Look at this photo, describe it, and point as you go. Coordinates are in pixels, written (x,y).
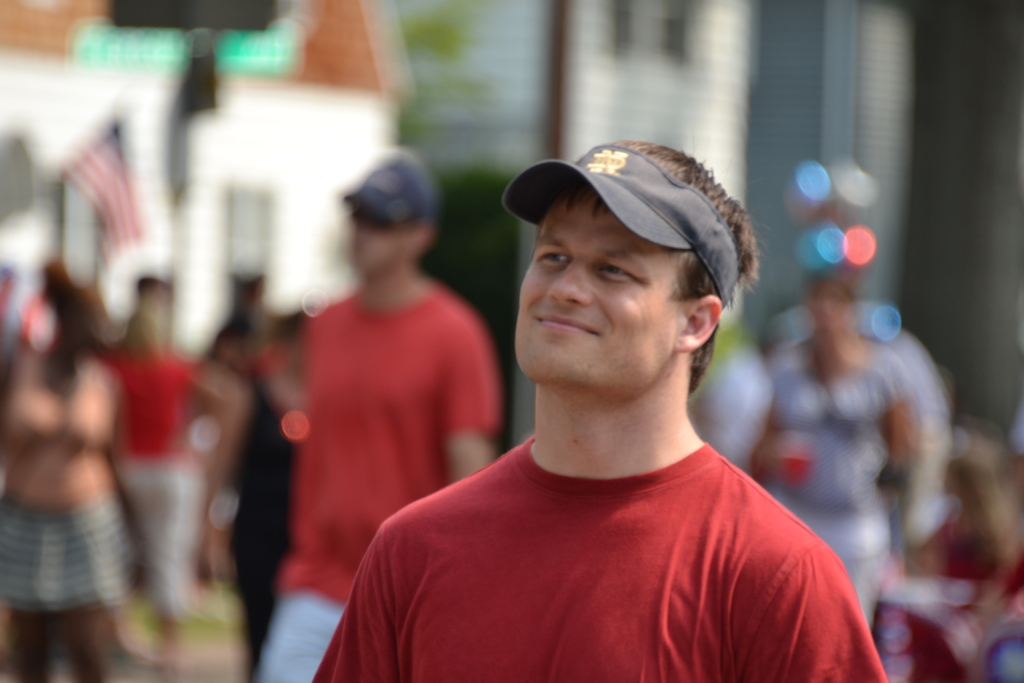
In this image we can see a person (580,499) wearing red T-shirt (611,578) and a cap (645,225) is smiling. The background (795,152) is blurry.
